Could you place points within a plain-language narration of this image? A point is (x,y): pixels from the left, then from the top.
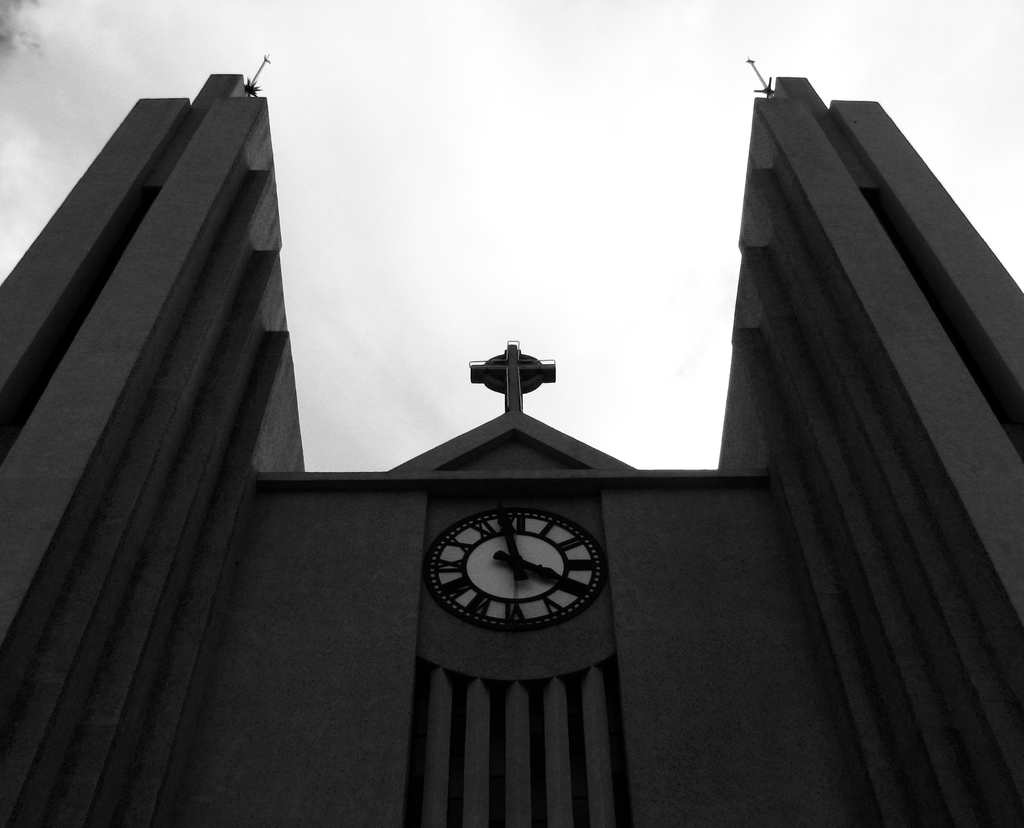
In this picture there is a clock tower building (377,557) in the image.
